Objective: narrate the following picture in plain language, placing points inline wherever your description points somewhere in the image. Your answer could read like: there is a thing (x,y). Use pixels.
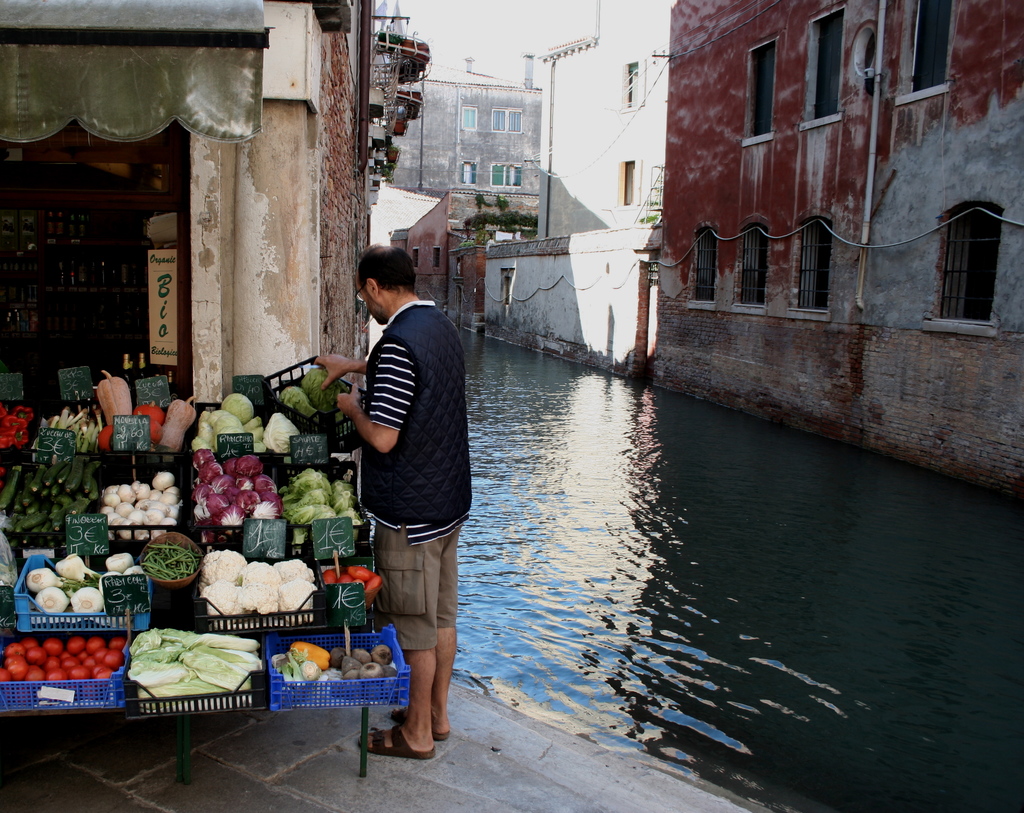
In this image there is a person (372,456) standing on the floor (431,773). There is a table (283,663) having baskets (269,686). In the baskets (318,603) there are vegetables (135,506) and price boards (94,527). Background (493,212) there are buildings (840,340). Right side (974,663) there is water (676,580).
